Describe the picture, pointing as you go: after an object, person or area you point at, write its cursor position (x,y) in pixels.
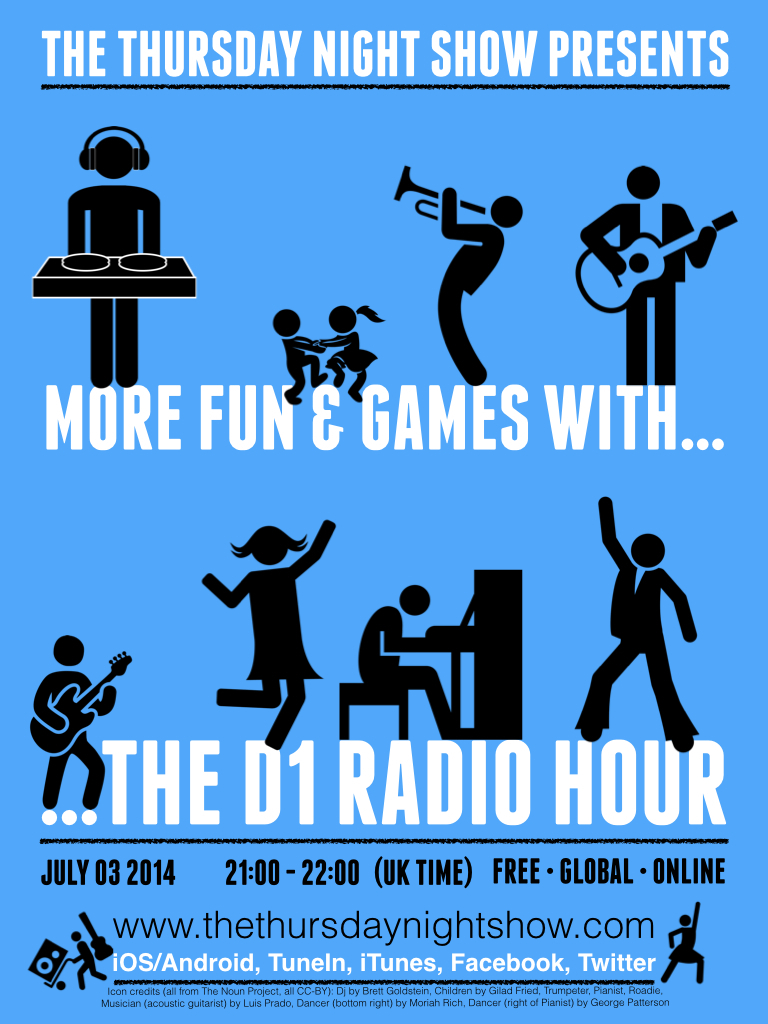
In this image we can see depictions (356,382) of person (343,378) and text (93,59).
